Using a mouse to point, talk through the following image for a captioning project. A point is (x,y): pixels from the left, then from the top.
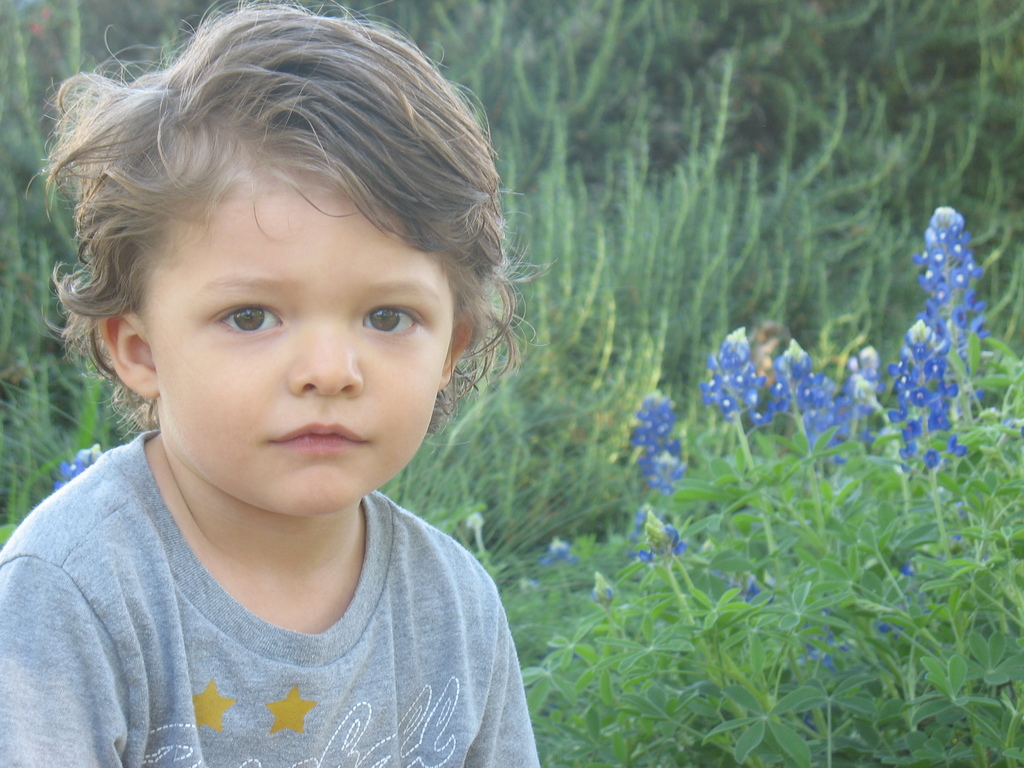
In this image, I can see a boy (287,681) with a T-shirt (276,689). These are the plants (665,589) with the flowers (909,401), which are blue in color. In the background (590,128), these look like the trees (785,173).
